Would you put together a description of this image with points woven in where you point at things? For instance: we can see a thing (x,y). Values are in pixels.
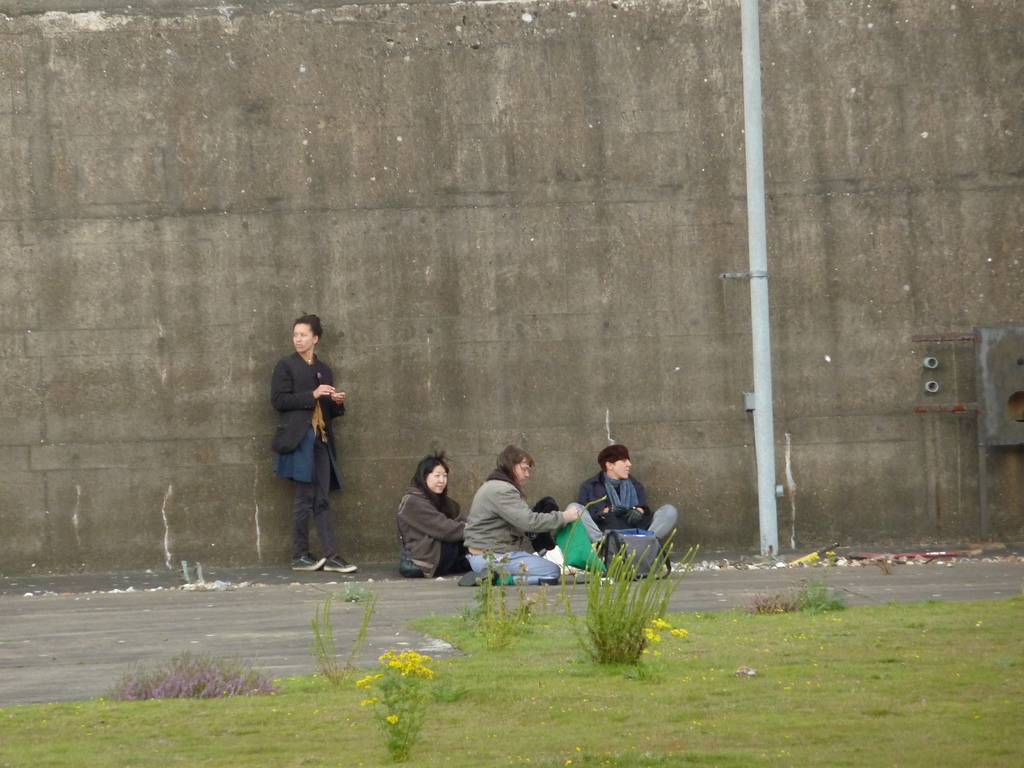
In this image few people (607,486) are sitting near the wall (565,355). Few bags (589,552) are on the land (681,554). Left side (288,457) a woman (277,441) is standing near the wall (738,351). Right side (761,334) there is a pole (755,299). Bottom of the image (666,691) there are few plants (402,686) on the grassland (439,670). Few plants (396,735) are having flowers (407,668).
